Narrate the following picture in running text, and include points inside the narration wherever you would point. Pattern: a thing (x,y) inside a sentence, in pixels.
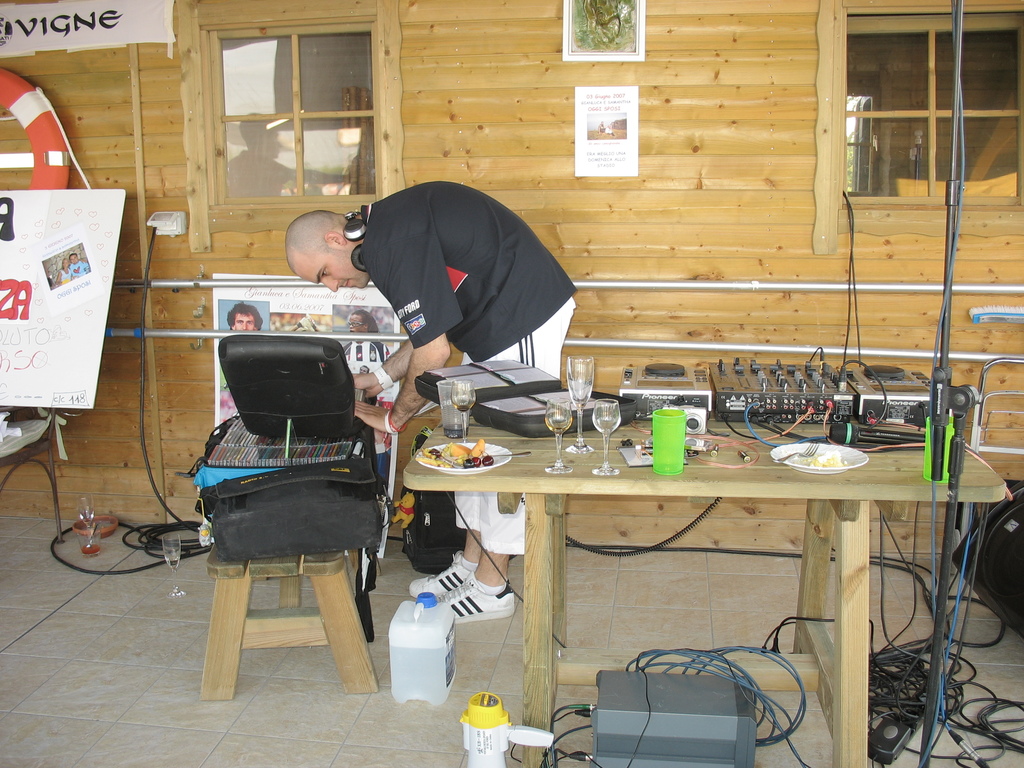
In this image we can see a person (437,365) looking at an object (344,517) and to the side we can see a table (830,491) and on the table (891,500) there are objects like glasses (586,380), plates (839,447) with food items (823,451) and some other objects (890,445) and there are some wires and other things (297,614) on the floor (264,587). At the background (180,452), we can see the wall (173,394) with some posters (74,378) with photos (344,328) and text (87,15).
